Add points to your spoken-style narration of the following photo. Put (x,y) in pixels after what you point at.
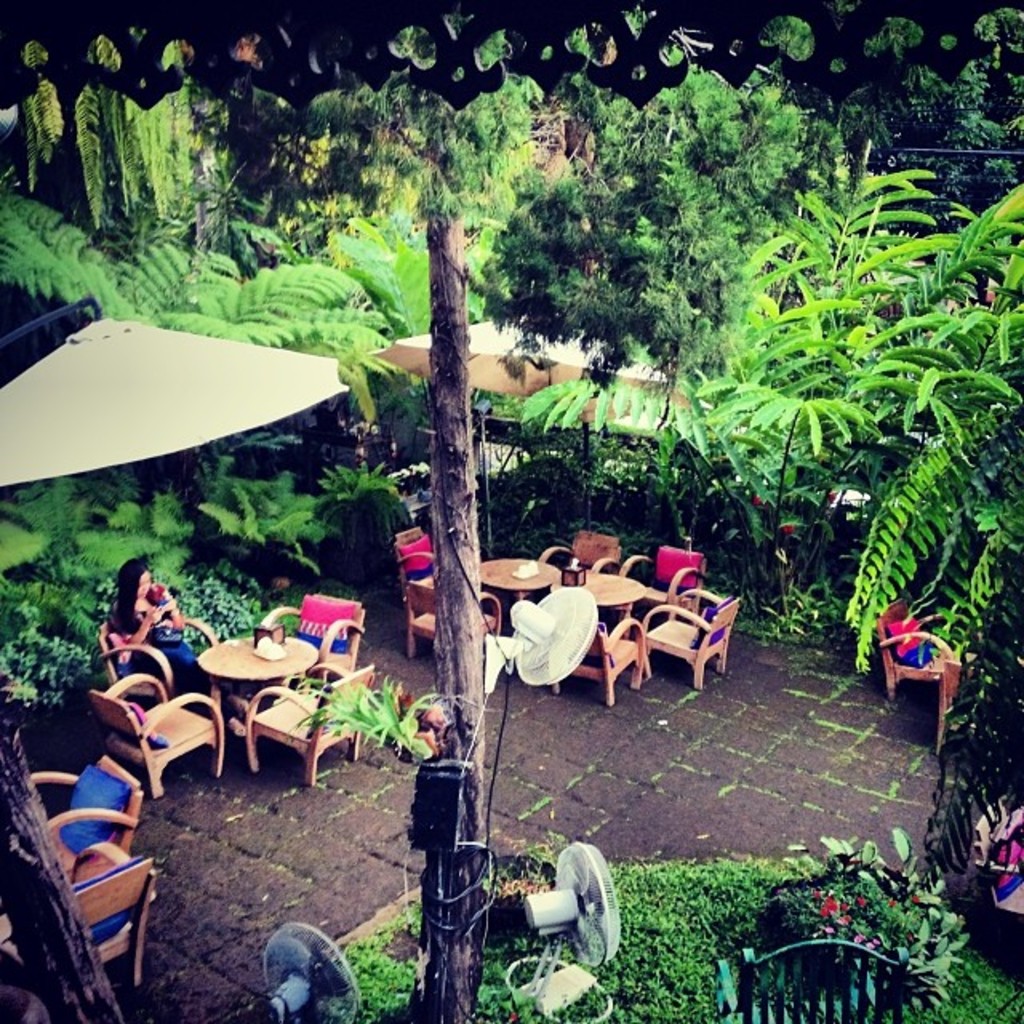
This is out side area (537,825), there are few chairs (159,716) and tables (206,667) here and a woman (192,669) is sitting on the chair (159,676) holding mobile (161,594) in her hands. There are trees (759,204) and plants (520,478) all over here and a table fan (579,917).
